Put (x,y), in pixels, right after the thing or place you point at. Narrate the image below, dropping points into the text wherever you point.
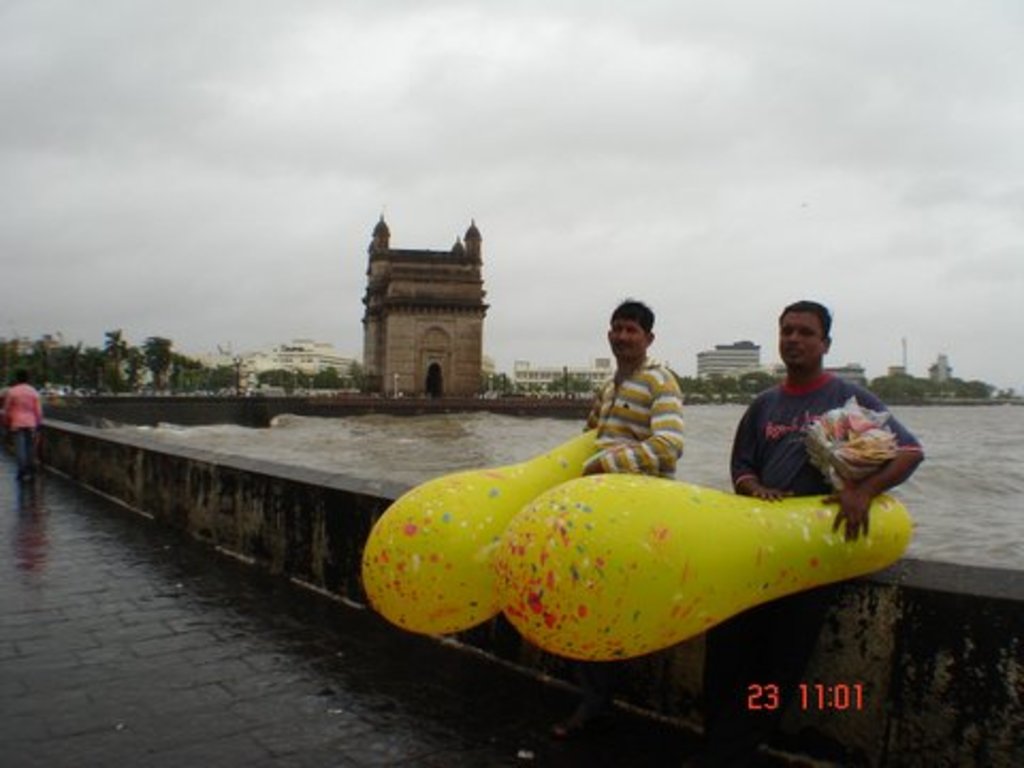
In this picture I can see the path (228,588) in front (171,690), on which there are 2 men (619,421) who are standing and holding balloons (612,573) and other things (879,459) in their hands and I can see the wall (206,500) behind them. On the left side of this picture (8,415) I can see a person (22,418). In the middle of this picture (399,367) I can see the water (474,417), number of buildings (434,387) and trees (3,359). In the background (380,208) I can see the cloudy sky (746,174).
